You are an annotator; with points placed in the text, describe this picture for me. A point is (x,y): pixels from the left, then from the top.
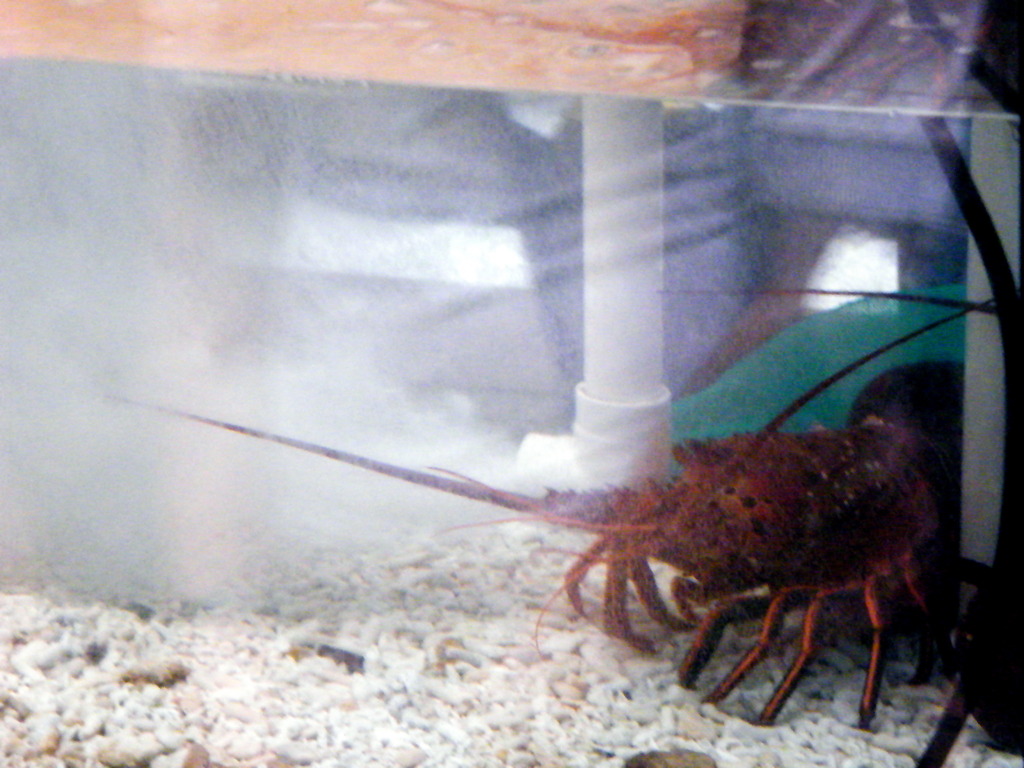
In this image I can see an aquarium (369,375) in which I can see small white colored stones (417,661), an aquatic animal (784,499) which is orange, brown and black in color and a pipe (610,449) which is white in color and few other objects (723,227).
